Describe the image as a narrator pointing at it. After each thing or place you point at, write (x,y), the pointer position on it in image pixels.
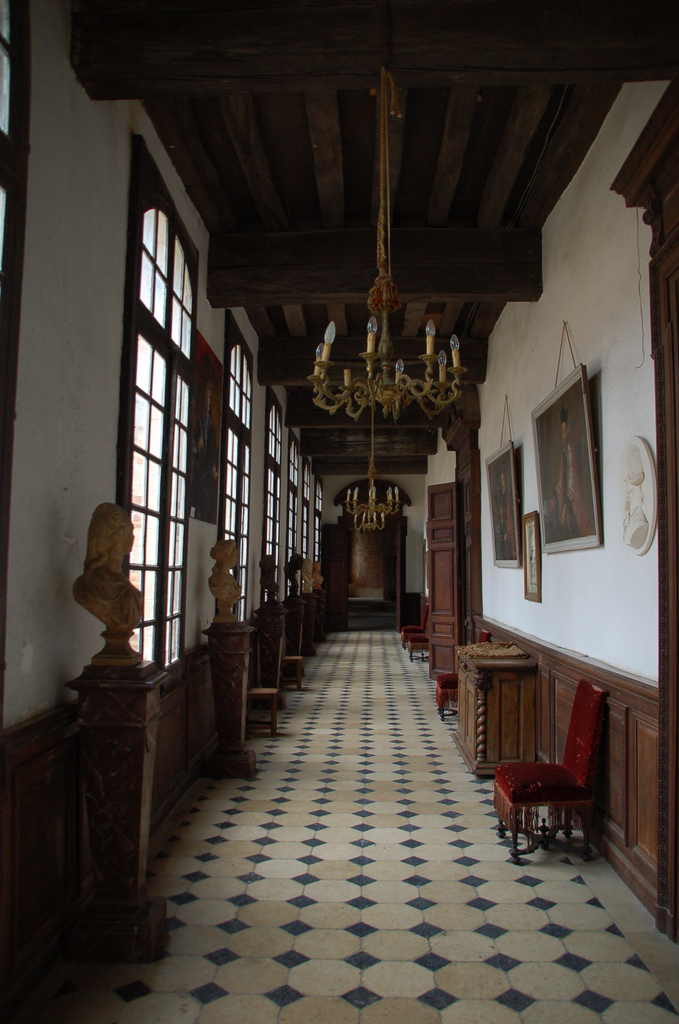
This is the inside picture of the building (281,321). In this image there are statues (118,528) on the tables (142,703). There are chairs (440,695). There are wooden doors (428,566). There is a wooden table (517,719). On the right side of the image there are photo frames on the wall (620,579). On the left side of the image (148,343) there are glass windows (180,555). There is a poster (190,421) attached to the wall (197,521). At the bottom of the image (355,899) there is a floor (385,845). In the background of the image (424,509) there is a wall (482,445). On top of the image (387,305) there are chandeliers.
